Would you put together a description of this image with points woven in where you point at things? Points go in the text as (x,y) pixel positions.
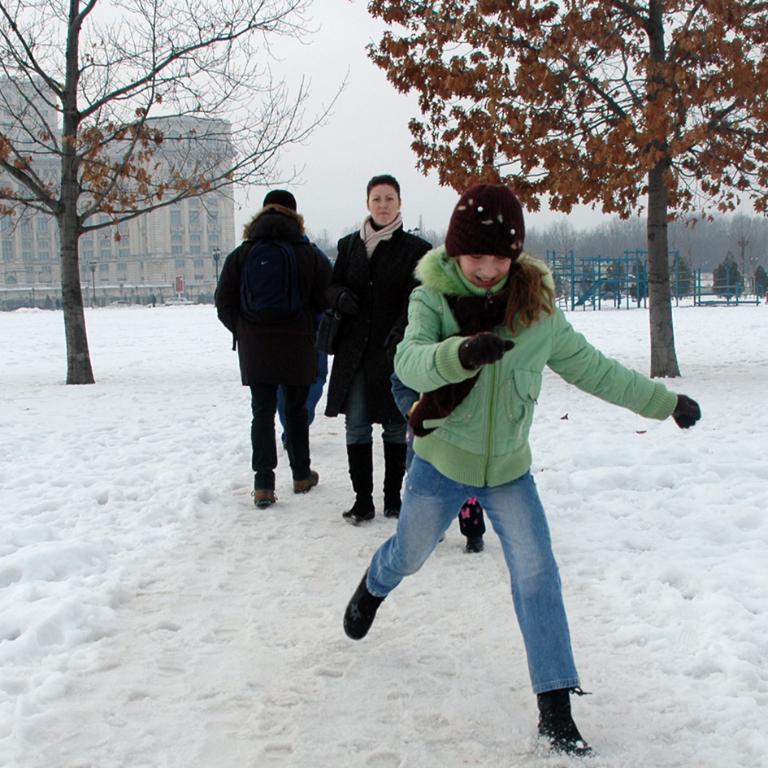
In this image, there are a few people (344,237), buildings (113,253), trees (135,30), poles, wires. We can see the ground (272,510) with some snow (381,520) and objects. We can also see the sky (318,189). We can also see some blue colored objects (570,283).
